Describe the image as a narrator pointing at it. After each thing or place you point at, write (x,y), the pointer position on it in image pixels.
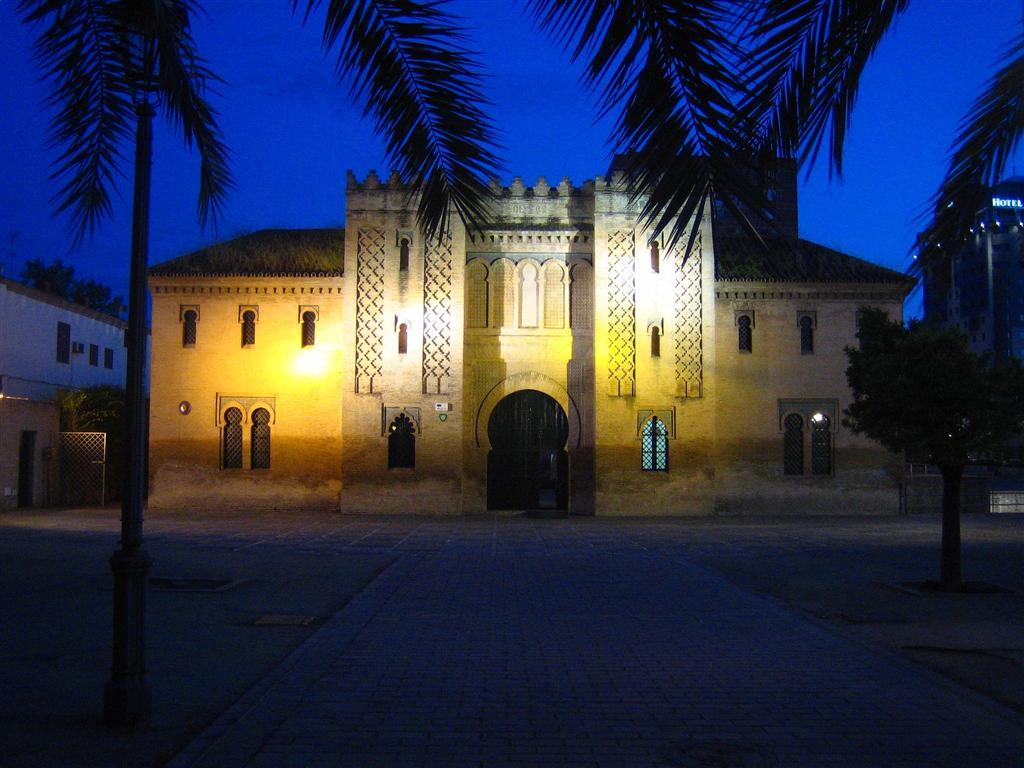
In this image there is a house (297,365) on which there are lights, at the top (280,85) there is the sky (567,64) and leaves (803,89), on the right side (915,421) there is a tree (969,410) and building (989,318), on the left side (21,451) there is a building (47,358), tree (86,404), fence (78,474) and pole (116,558).
